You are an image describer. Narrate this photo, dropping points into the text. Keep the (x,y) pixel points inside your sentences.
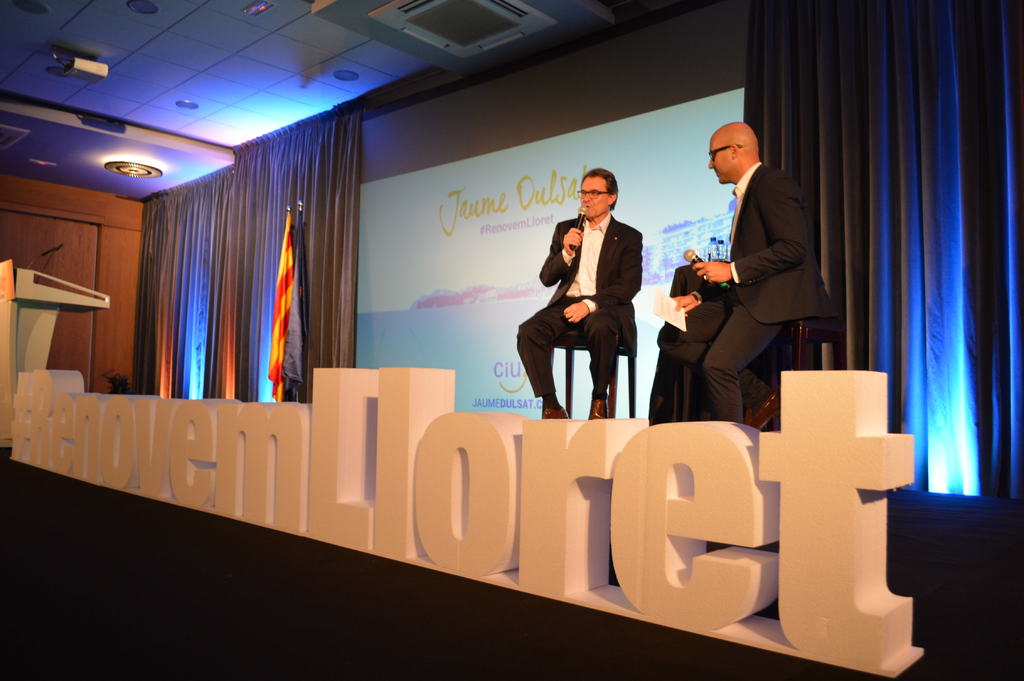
At the bottom of the image (811,587) we can see some text (716,432). In the middle of the image (629,247) two persons (767,230) are sitting and holding microphones (690,260) and papers (674,322). Behind them we can see a table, on the table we can see two bottles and we can see two flags (289,305). Behind them we can see a wall (38,221), on the wall (98,206) we can see a screen (686,246) and curtain (265,202). At the top of the image (101,12) we can see ceiling (89,22), lights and projector (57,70). In the bottom left corner of the image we can see a podium (16,357), on the podium (35,362) we can see a microphone (52,252).
